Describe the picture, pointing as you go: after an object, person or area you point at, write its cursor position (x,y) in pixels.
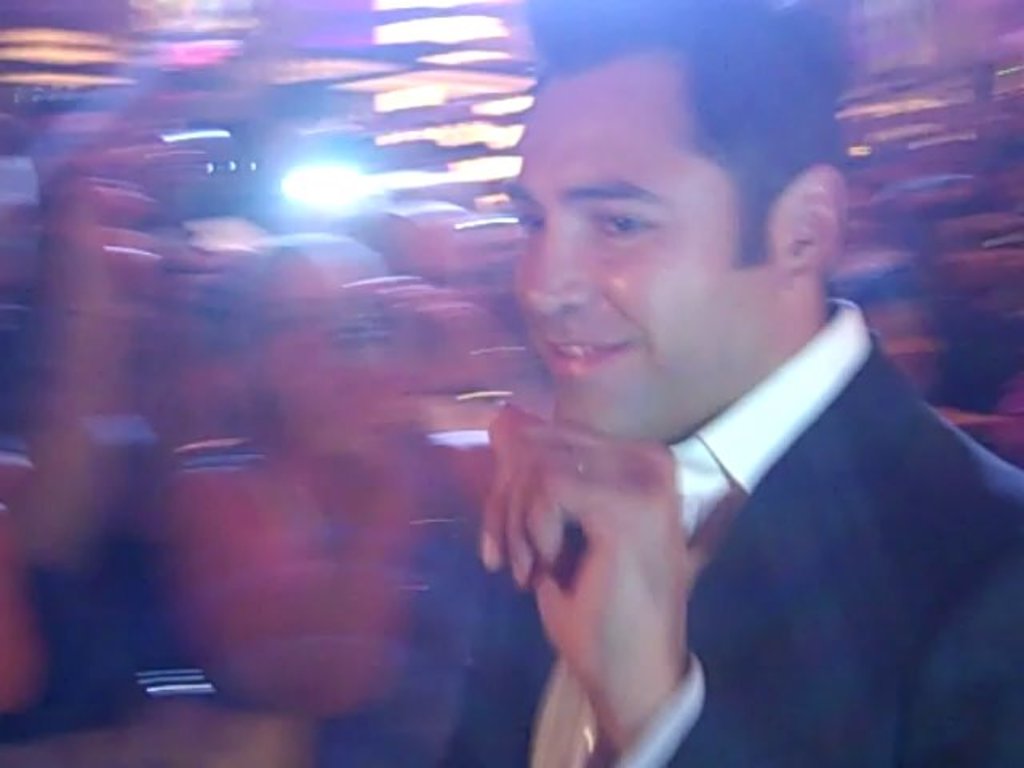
In this picture I can see a man (664,152) in front (556,325) who is wearing formal dress (685,468). In the background (292,302) I can see number of people (211,410) and lights (411,174) and I see that it is totally blurred in the background (220,526).
